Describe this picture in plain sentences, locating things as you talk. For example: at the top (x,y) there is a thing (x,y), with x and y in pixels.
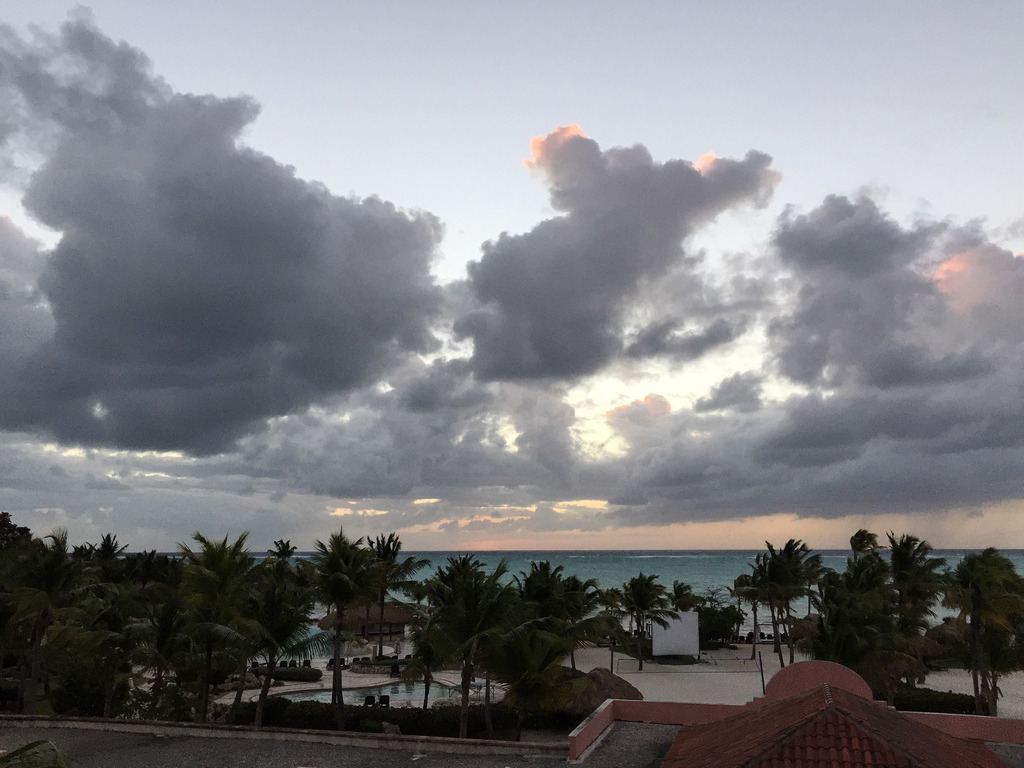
In this image we can see trees (892,666), swimming pool (408,681), chairs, wall (577,739), sheds (832,719), plants (387,707), and other objects (950,751). In the background (5,219) we can see water (672,563) and sky (376,236) with clouds (382,284).
